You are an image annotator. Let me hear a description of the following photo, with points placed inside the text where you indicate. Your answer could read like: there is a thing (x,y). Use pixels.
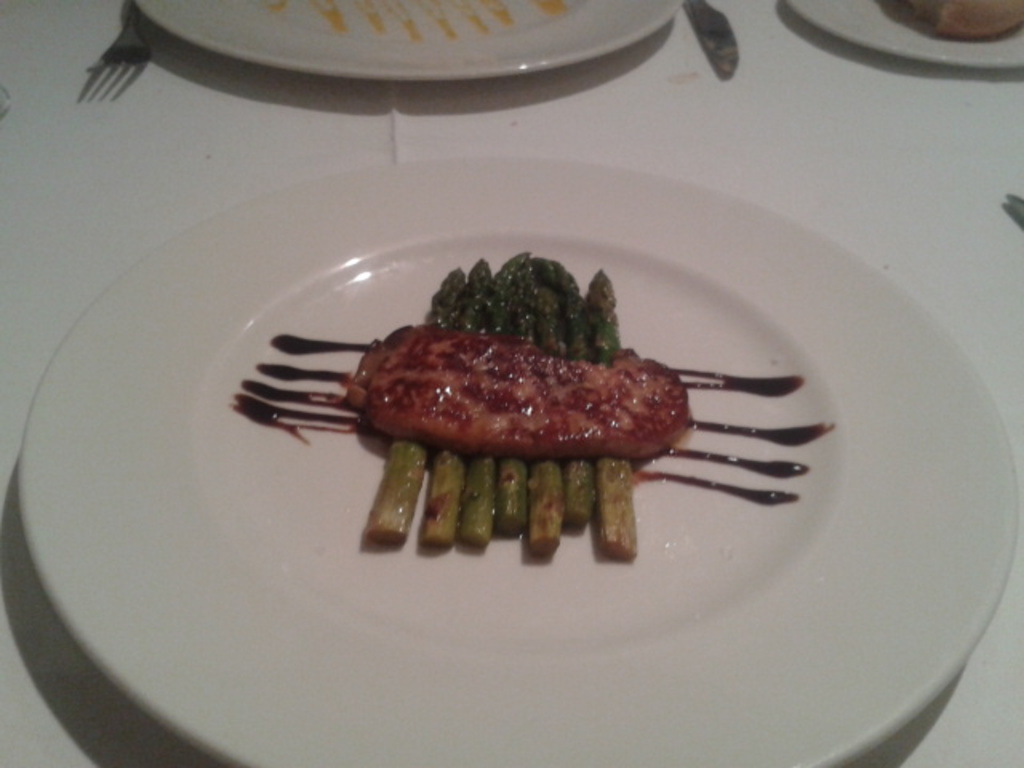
There is a white surface (219,151). On that there are plates (641,193), knife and a fork (129,36). On the plate (352,454) there is a food item (564,415).
